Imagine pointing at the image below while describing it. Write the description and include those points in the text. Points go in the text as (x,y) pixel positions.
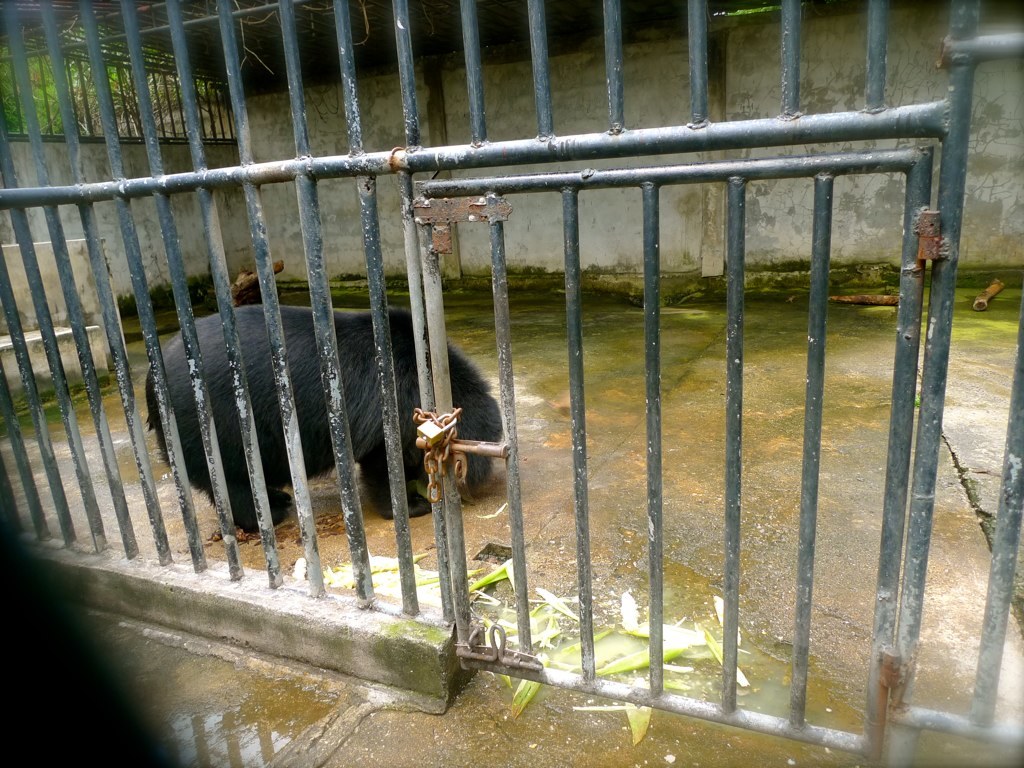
in the given image i can see a animal (152,399) which is kept in a cage (202,218) and the door (588,649) which is locked after that i can see a food (643,638) which is kept for a animal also i can see outside the grill (107,89), They are few trees (52,78).
